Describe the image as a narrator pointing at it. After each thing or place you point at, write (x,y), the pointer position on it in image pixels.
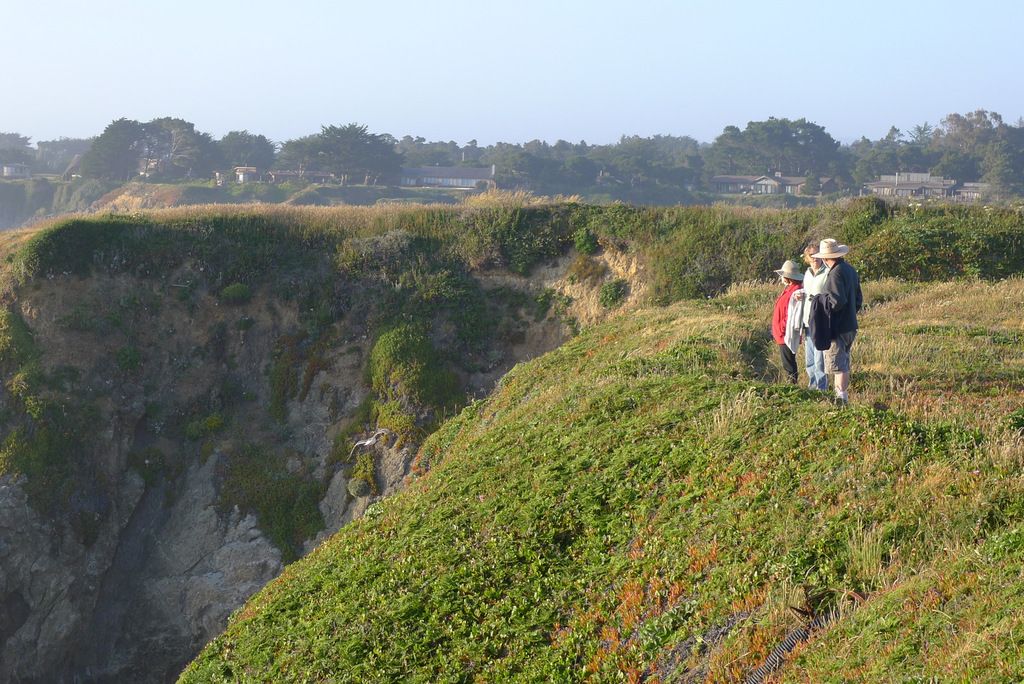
It is a hill station (657,360), three people (789,345) were standing on the grass (746,402) beside a valley (556,257), the total area (544,218) is covered with a lot of grass (607,336) and in the background (751,145) there are plenty of trees (805,150) and there are some houses (927,184) in between.
